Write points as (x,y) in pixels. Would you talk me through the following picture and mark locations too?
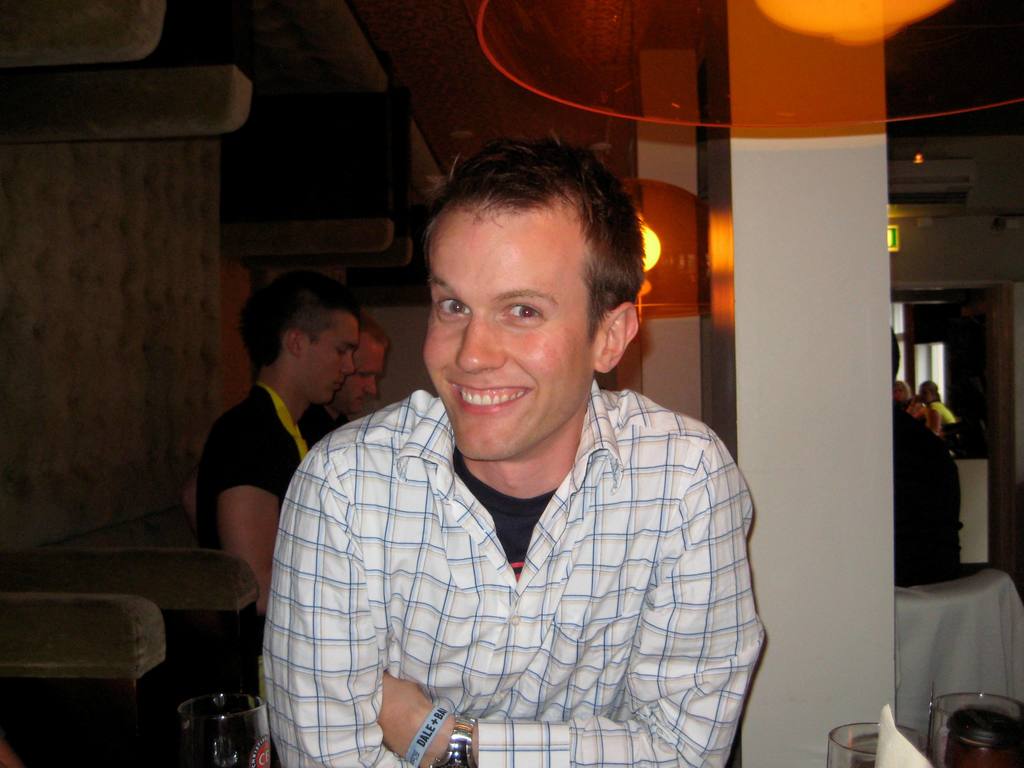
In this image in the center (452,496) there is a man (426,649) smiling. In the background (348,397) there are persons (337,397) and there are chairs (166,583) and there is a wall (126,259). In the front (234,730) there are glasses (856,760).
